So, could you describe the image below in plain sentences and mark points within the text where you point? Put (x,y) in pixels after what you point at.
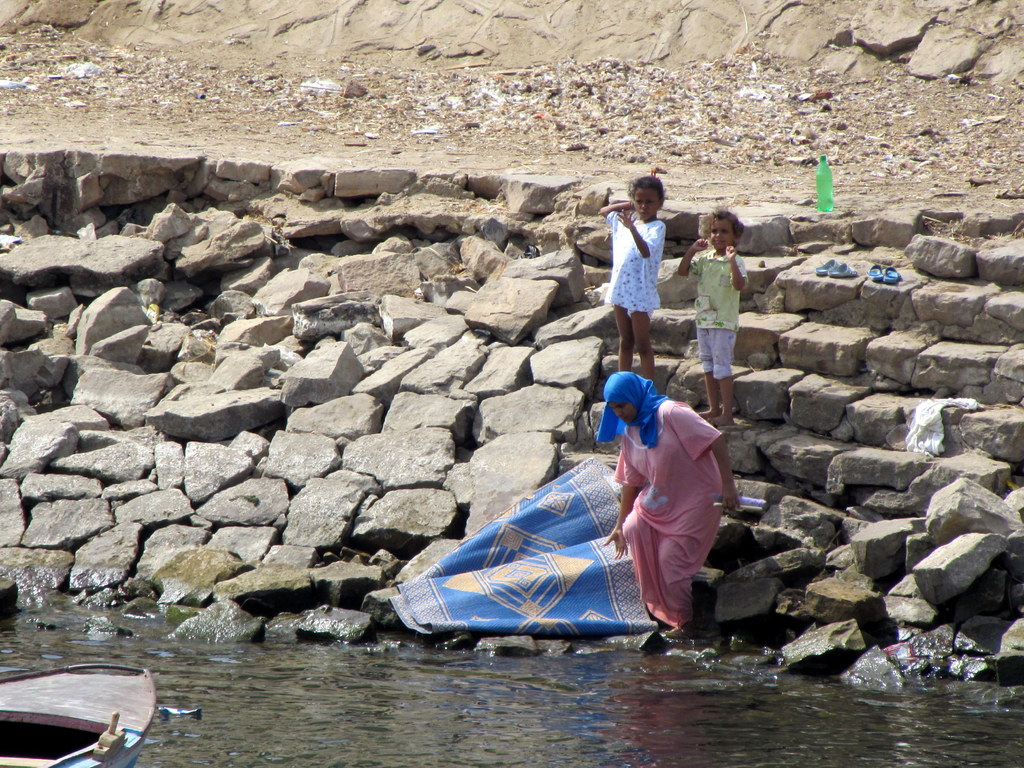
In the given image i can see a stone's (441,440), people (703,245), bottle (827,201), slippers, mat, boat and water (513,698).
